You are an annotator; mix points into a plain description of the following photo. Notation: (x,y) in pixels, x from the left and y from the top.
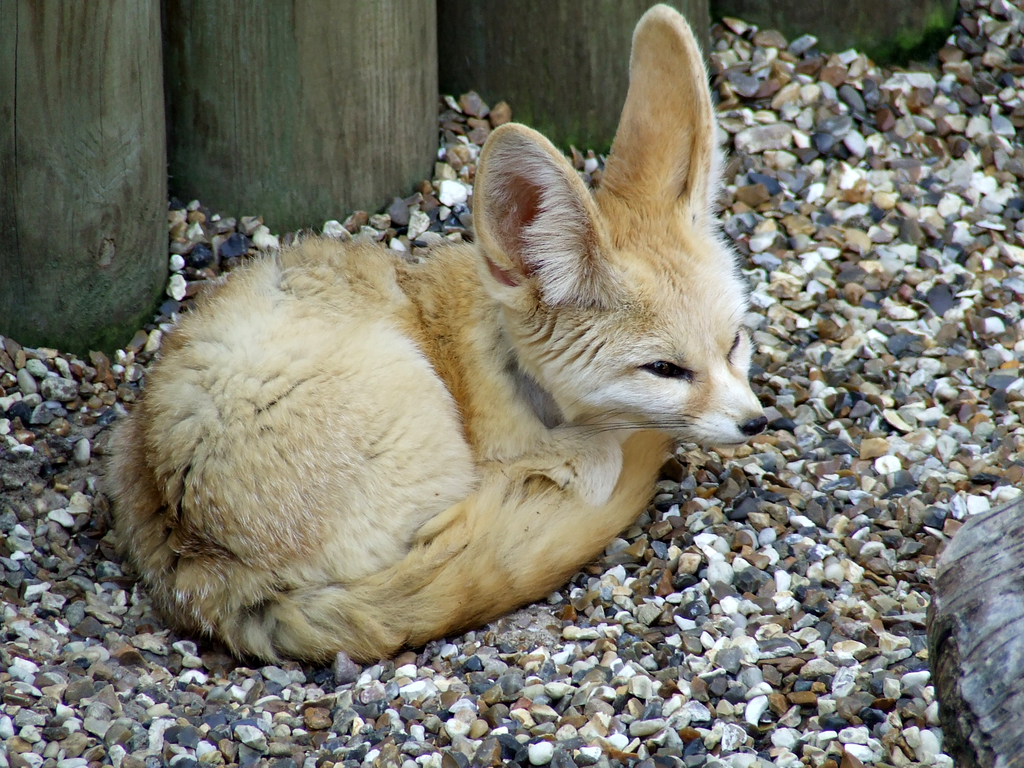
In this image, we can see an animal (312,417) sitting on the stones (653,692). In the background (149,81), we can see a wooden trunk (950,31).
